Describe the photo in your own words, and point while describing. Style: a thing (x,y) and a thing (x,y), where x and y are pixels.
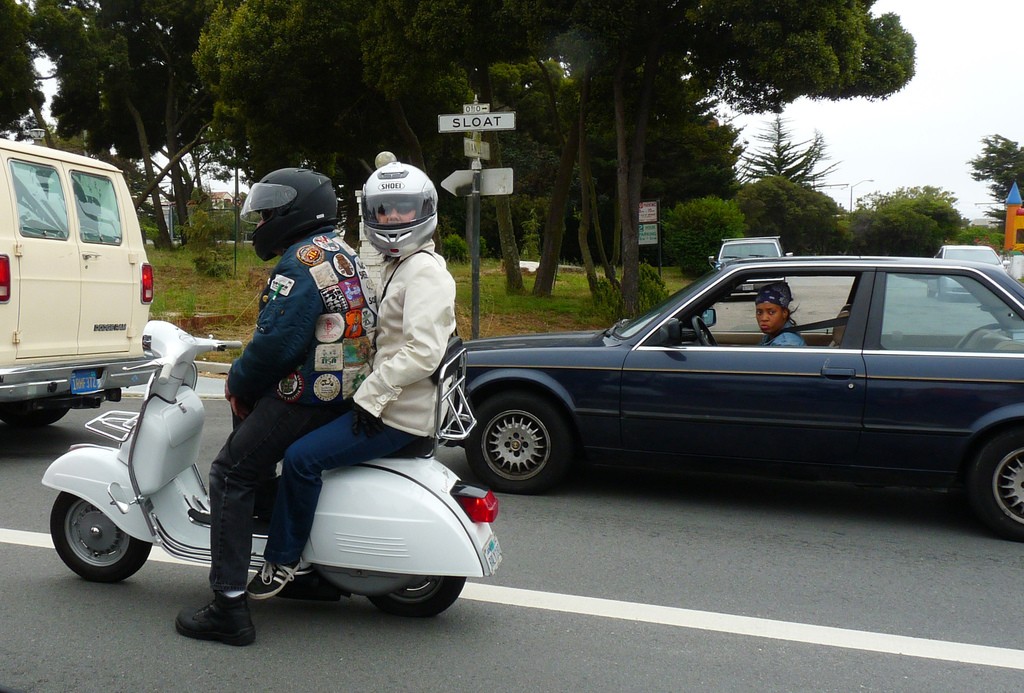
In this image, we can see people (288,378) sitting on the scooter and are wearing coats (312,270) and helmets (287,207). In the background (108,219), there are vehicles (709,319) on the road (633,543) and we can see lady (767,314) inside the car (813,336) wearing a cap (777,305) and there are trees (514,70), boards (477,144), poles (850,189) and buildings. At the top (919,157), there is sky (976,89).
